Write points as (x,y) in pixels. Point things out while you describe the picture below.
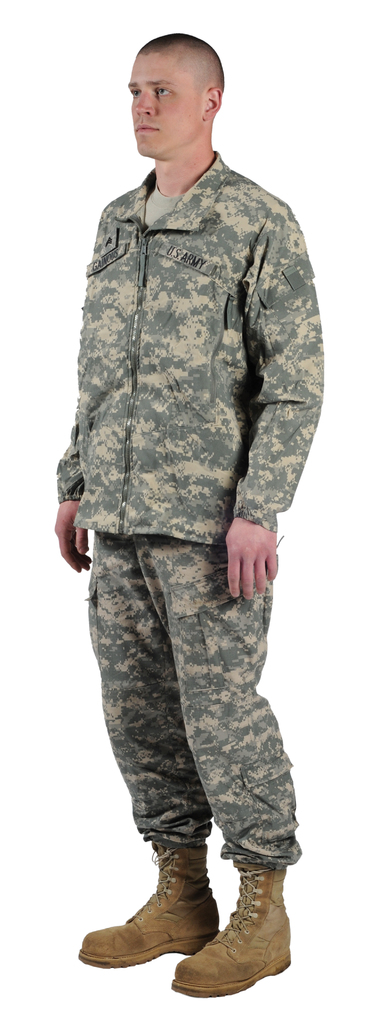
Here I can see a man (167,355) wearing uniform (190,475), shoes (156,938) and standing facing towards the left side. The background (19,92) is in white color.
